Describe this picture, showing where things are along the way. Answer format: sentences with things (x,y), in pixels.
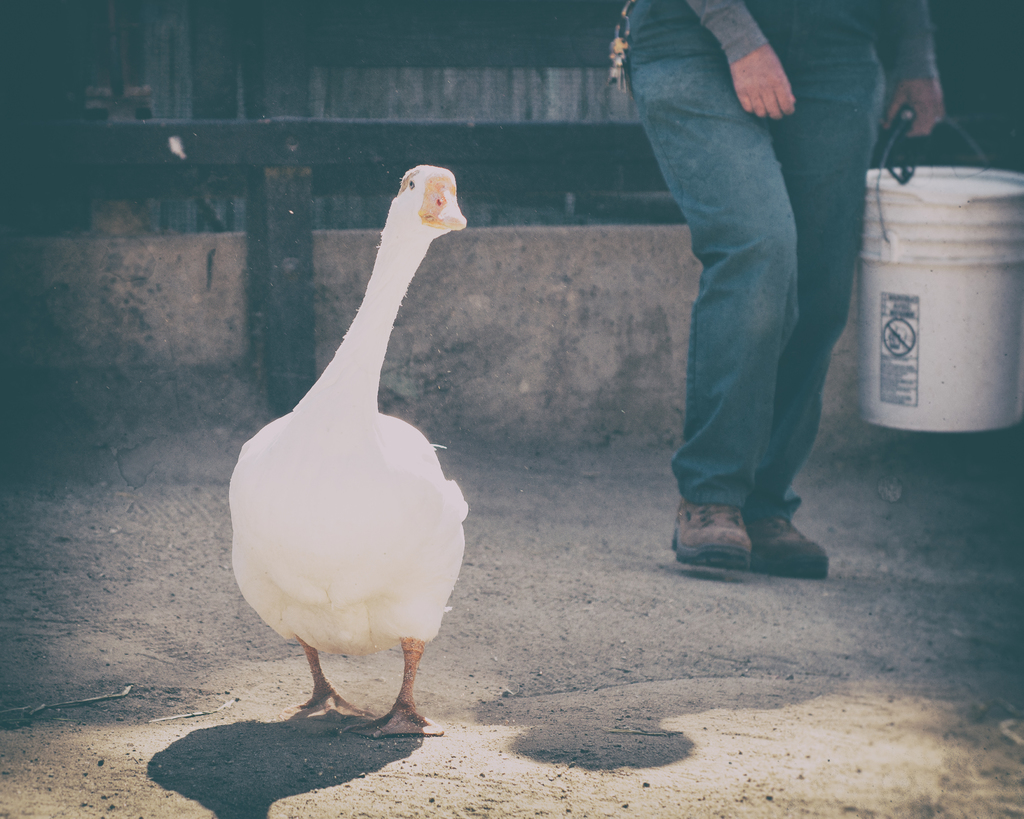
In this picture we can see a bird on the ground (822,617), here we can see a person (751,533) holding a bucket (994,374) and in the background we can see a wall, fence (96,34).
